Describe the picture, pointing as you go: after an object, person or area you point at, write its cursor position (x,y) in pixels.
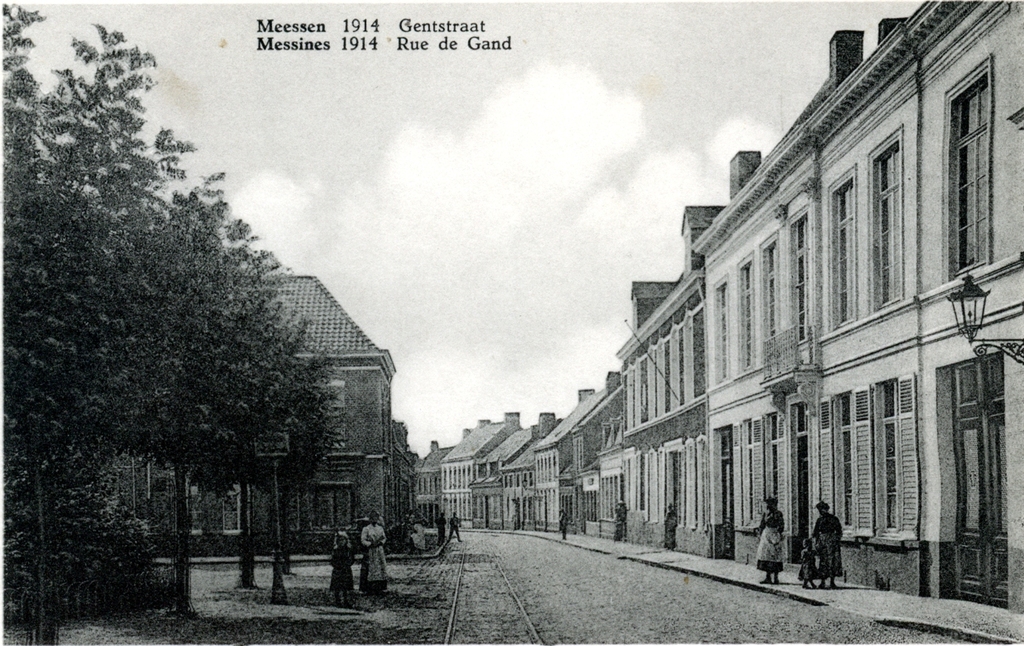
In this picture, we can see a poster (720,256) in black and white color, we can see a few buildings (451,455), lights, road (525,595), rail track (504,597), trees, and the ground (379,627), we can See the sky (326,100) with clouds (391,195), we can see some text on the top side of the picture (454,44).
